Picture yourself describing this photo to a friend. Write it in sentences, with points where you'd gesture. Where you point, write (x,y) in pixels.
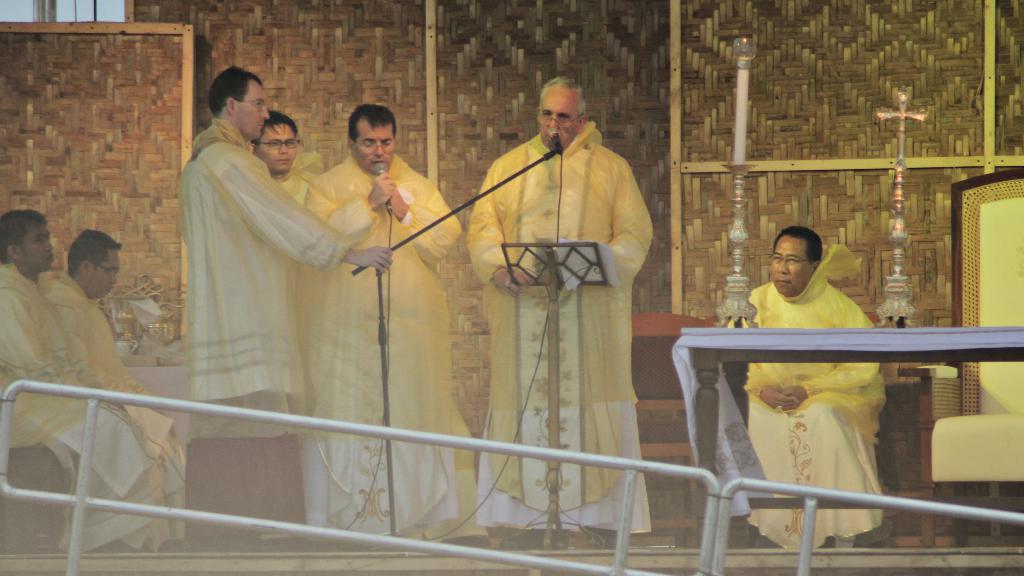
In this image, we can see a few people (835,408). Among them, some people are sitting and some people (405,344) are standing. We can see the ground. We can see some microphones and a stand (555,246). We can see some tables (727,345) covered with a cloth (744,345) and objects (146,314) are placed on them. We can see some chairs (646,391). We can see the fence (253,527). In the background (603,121), we can see some wood (138,90).
